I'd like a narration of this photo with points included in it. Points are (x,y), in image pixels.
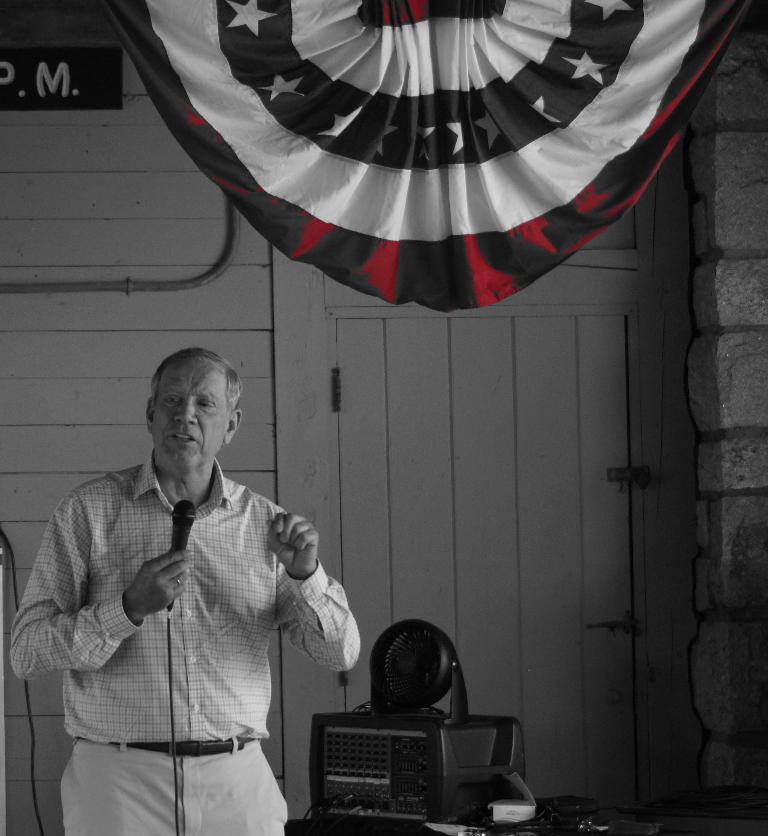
In this image I can see the person (103,592) standing and holding the mic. To the side I can see the electronic gadget (378,773). In the back (74,380) I can see the curtain (368,222) and also the wooden wall (204,313).
